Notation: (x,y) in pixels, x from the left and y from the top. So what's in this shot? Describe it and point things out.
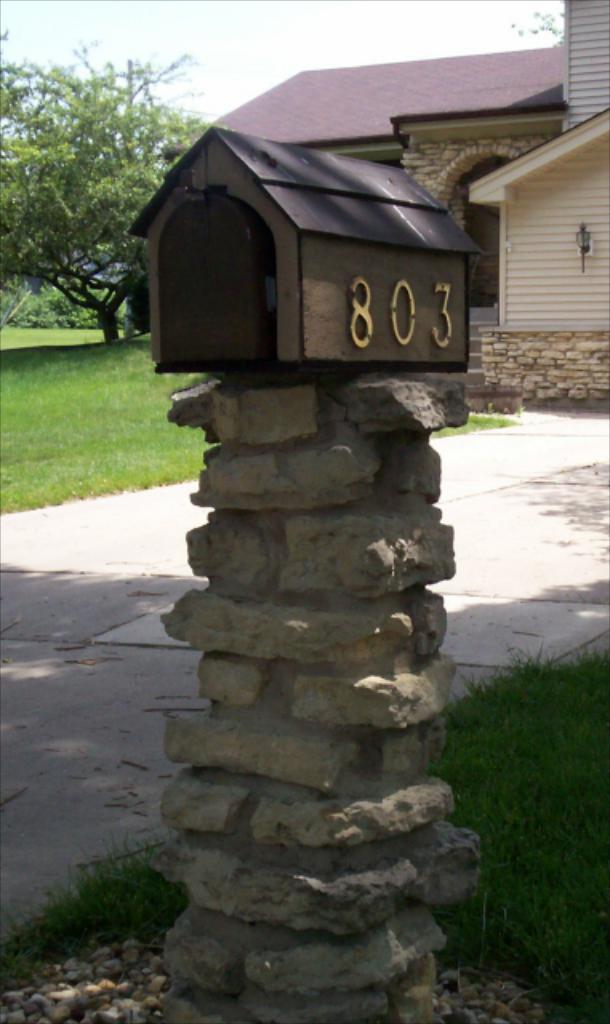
In this image in the front (289,660) there is stone (278,662) and on the top of the stone (298,408) there is a small hut (266,280) with some numbers (361,314) written on it and there is grass (538,808) on the ground (532,786). In the center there is a tree (80,226) and there's grass (120,343) on the ground (125,352) and there are cottages (432,120).
